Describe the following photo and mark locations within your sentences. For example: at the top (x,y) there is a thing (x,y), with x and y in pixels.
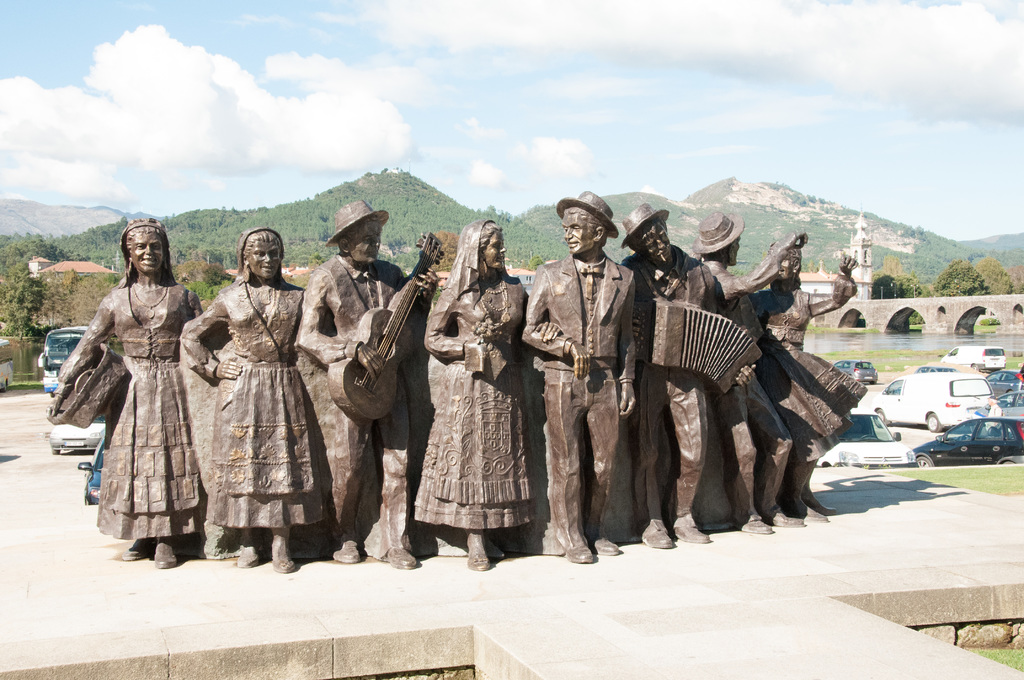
In this image we can see some statues (750,440). In the center of the image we can see group of vehicles (105,431) parked on the ground (915,433). To the right side of the image (948,323) we can see a bridge (936,318) and water (929,340). In the background (860,296), we can see a group of trees (1005,283), buildings (860,235), mountains (841,222) and the cloudy sky (546,114).
